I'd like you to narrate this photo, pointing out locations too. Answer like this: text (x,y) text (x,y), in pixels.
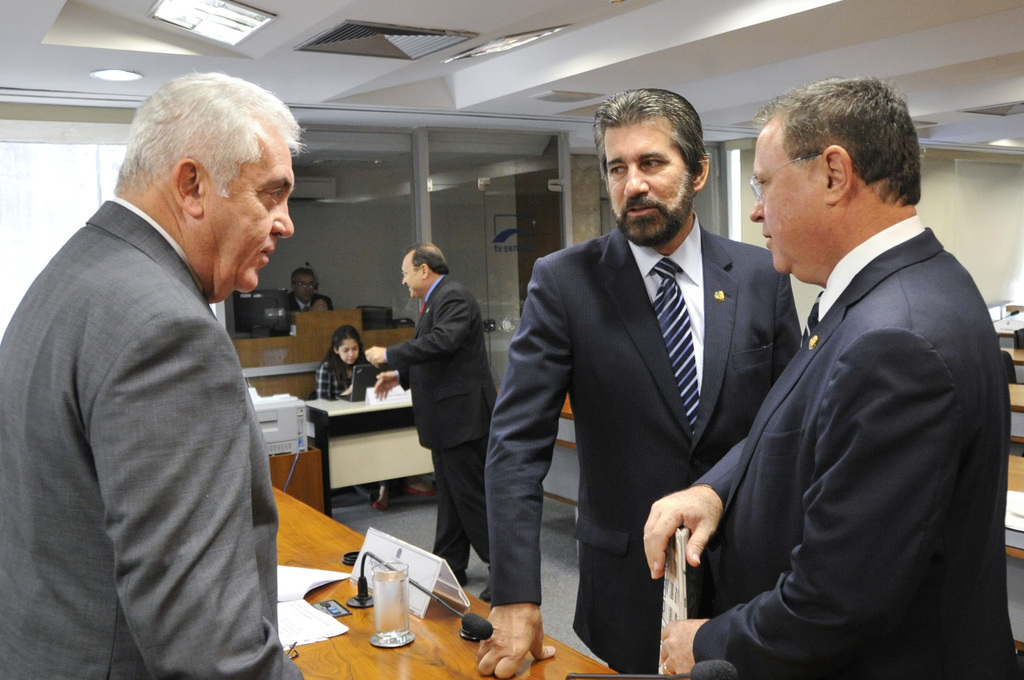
This image is taken from inside, in this image we can see there are a few people (229,431) standing, in between them there is a table (322,558) with some papers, glass (402,595), mic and name plate (379,545) on top of it, behind them there is a person (421,381) standing and a girl (347,377) sitting on the chair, in front of her there is a table (330,402) with monitor (369,383), beside her there is an object (266,425) placed on the other table (315,460), behind the girl (332,347) there is another person (297,283) sitting on the chair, in front of him there is a table (357,316) with monitors (375,307). In the background (996,180) there is a wall (942,225) and at the top of the image (439,50) there is a ceiling (439,50) with lights (243,18).
